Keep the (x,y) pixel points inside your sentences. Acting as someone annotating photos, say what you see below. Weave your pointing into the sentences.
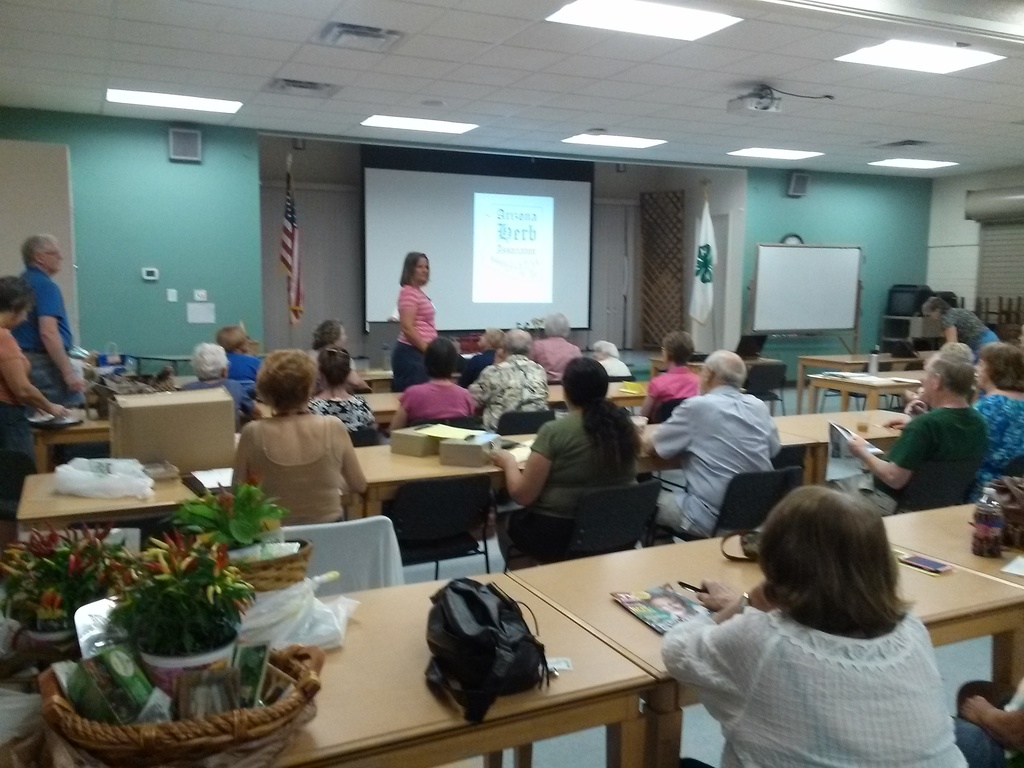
In a room (344,324) there are many members (743,680) sitting in a chair (628,521). In front of them there are tables (651,574). There is black color bag (492,643), and a basket (229,721). In the basket (275,660) there is a flower pots (197,599). There we can see a pink t-shirt lady (410,309) standing in front the screen (441,244). We can see a flag (289,281). We can see a projector (758,105) and a whiteboard (770,294).
